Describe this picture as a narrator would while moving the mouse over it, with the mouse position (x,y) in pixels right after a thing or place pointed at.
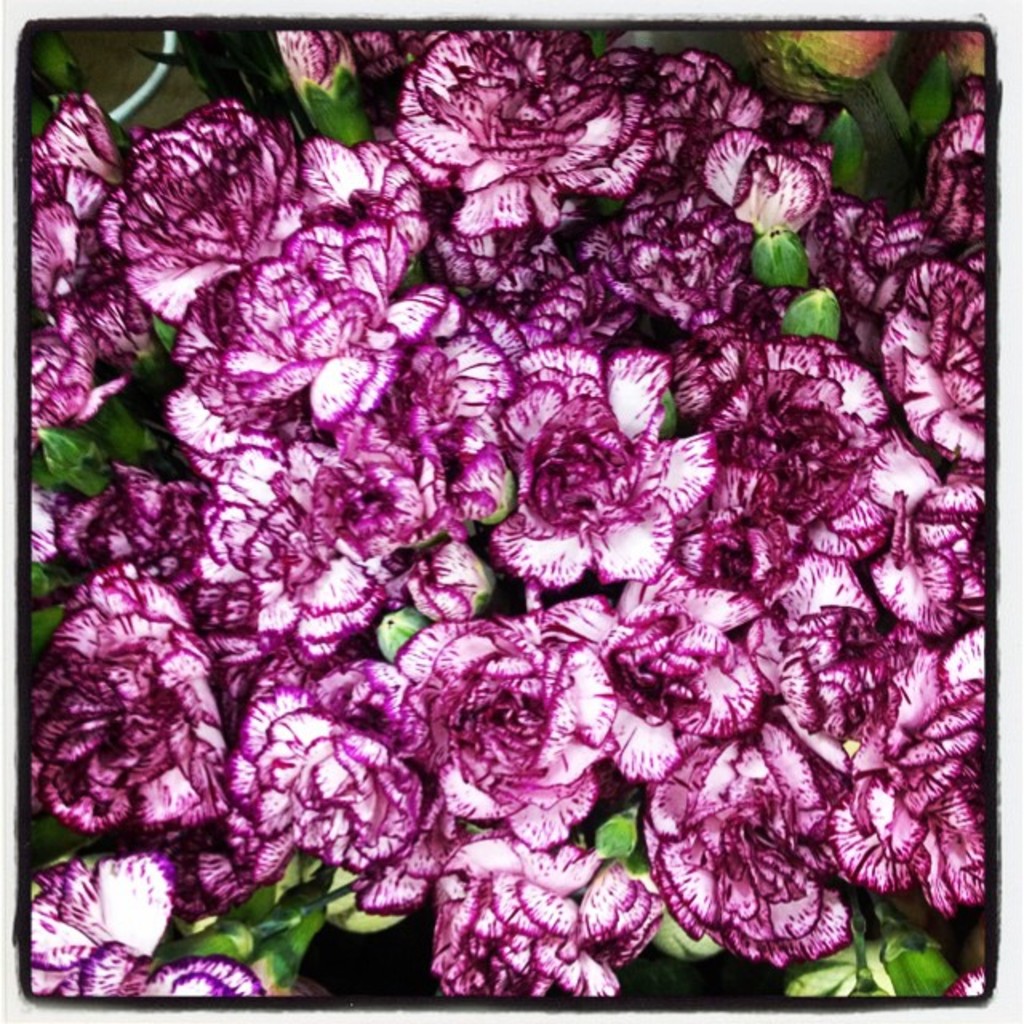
Here we can see flowers (810,643) and leaves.
